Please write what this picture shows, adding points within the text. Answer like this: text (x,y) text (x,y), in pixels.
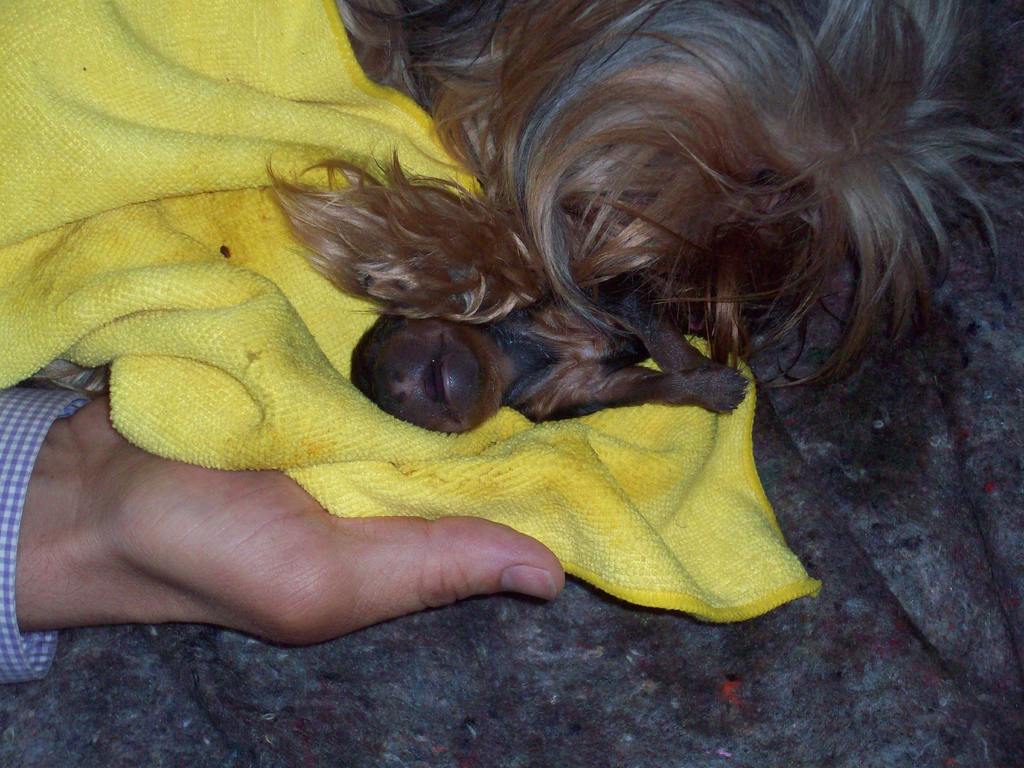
In this image, we can see a person (205,515) holding an animal (446,388) and there are clothes (565,485).
